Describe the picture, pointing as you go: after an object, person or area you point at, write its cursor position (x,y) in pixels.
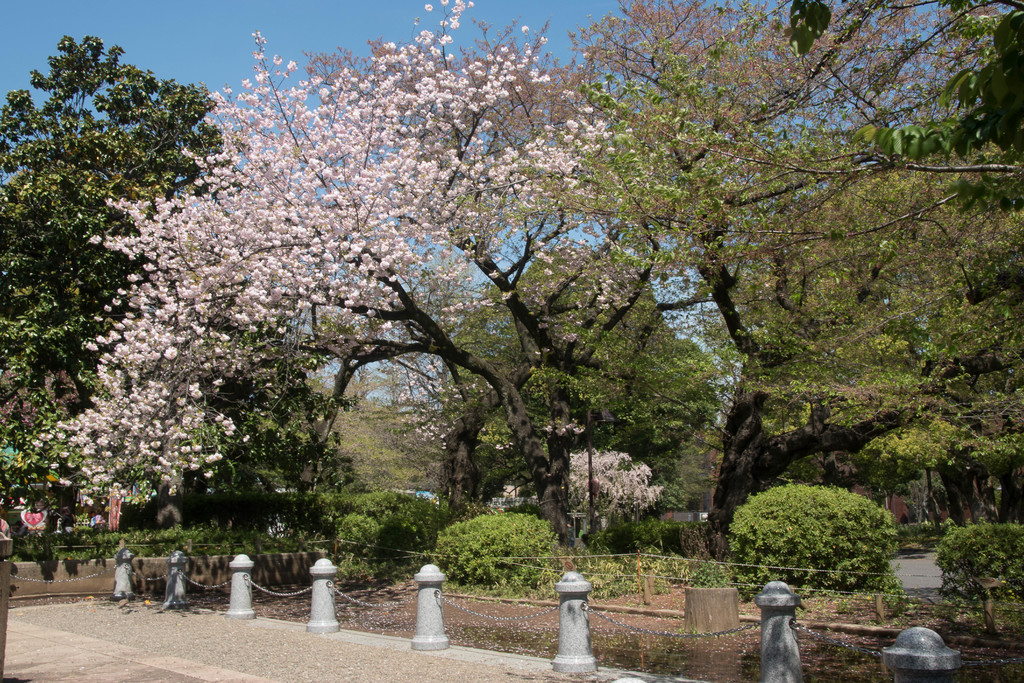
In this picture we can see the road (149,625), poles (119,577), chains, plants (472,547), trees (577,455) and in the background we can see the sky (167,70).
